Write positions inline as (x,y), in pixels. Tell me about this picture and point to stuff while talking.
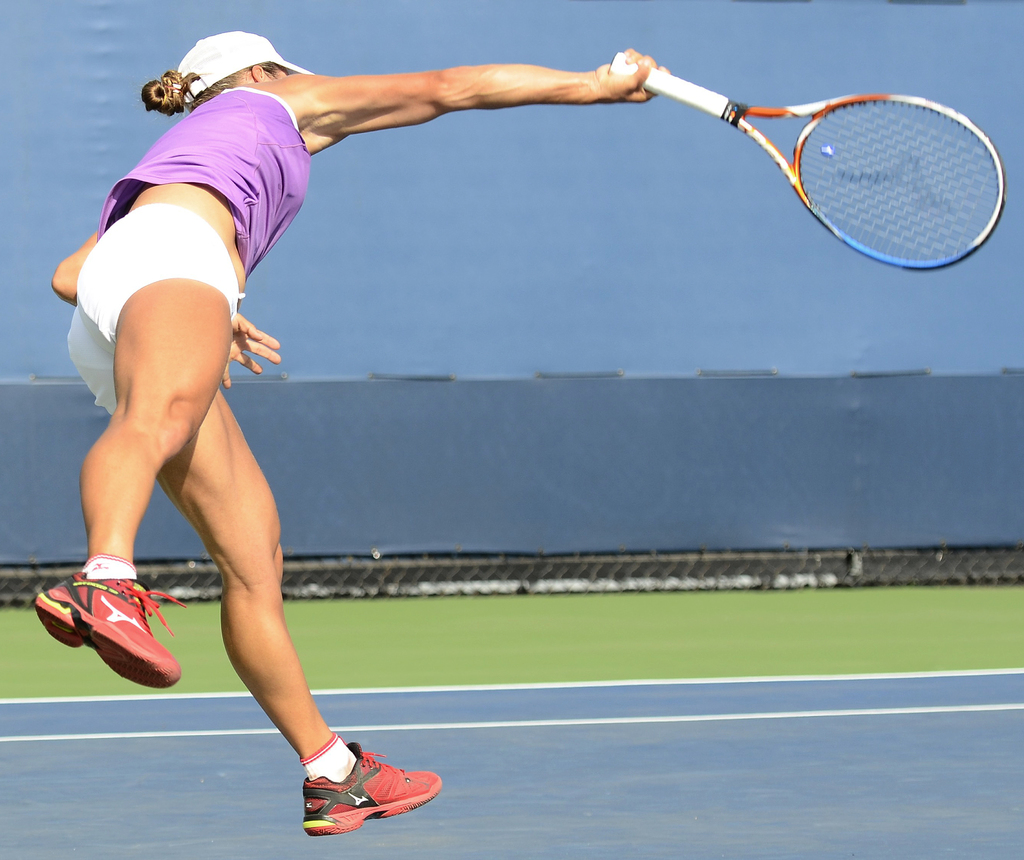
Here a woman (166,169) is playing with the tennis racket (767,143).
